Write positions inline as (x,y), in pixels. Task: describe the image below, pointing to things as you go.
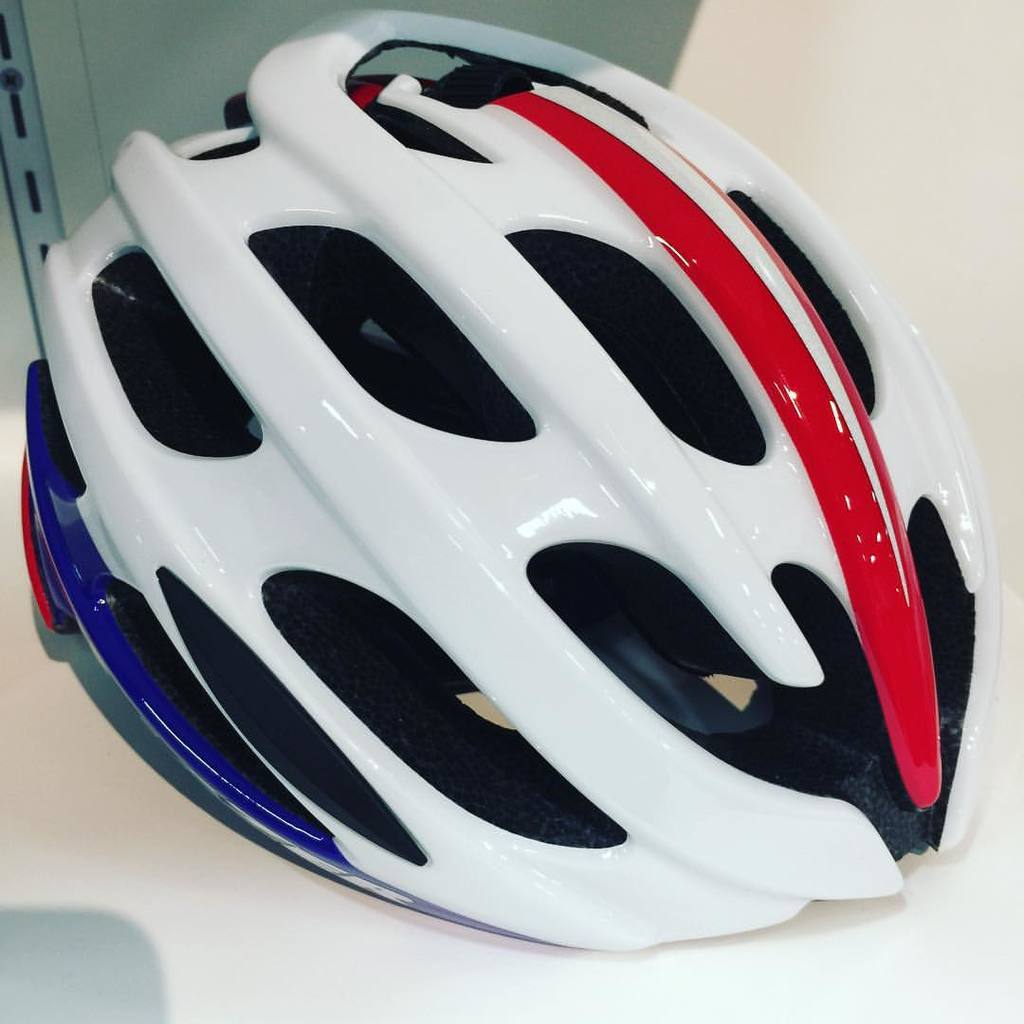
In this picture there is a helmet (879,500) which is kept on the table (835,990). At the top (891,105) there is a wall (162,22).
